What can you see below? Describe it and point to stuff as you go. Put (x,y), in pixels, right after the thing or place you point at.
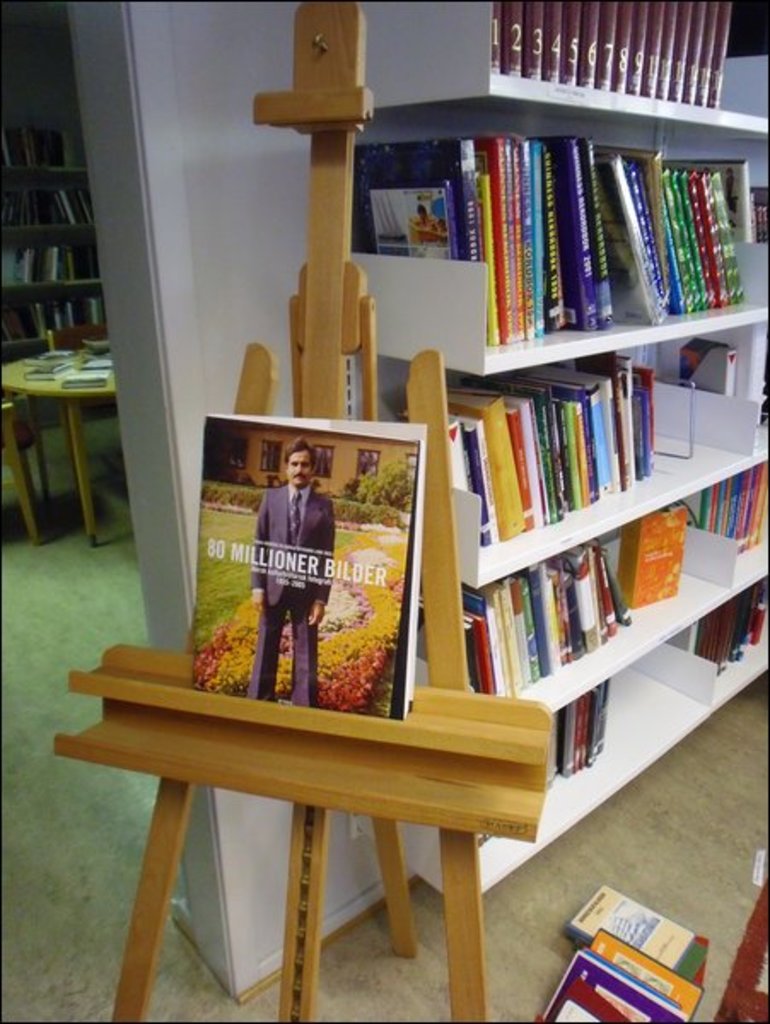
This rack (499,83) is filled with books (558,461). On floor (667,906) there are books (593,922). Far there is a table (106,394) and chairs (85,327). On this table (52,385) there are books (65,385).
